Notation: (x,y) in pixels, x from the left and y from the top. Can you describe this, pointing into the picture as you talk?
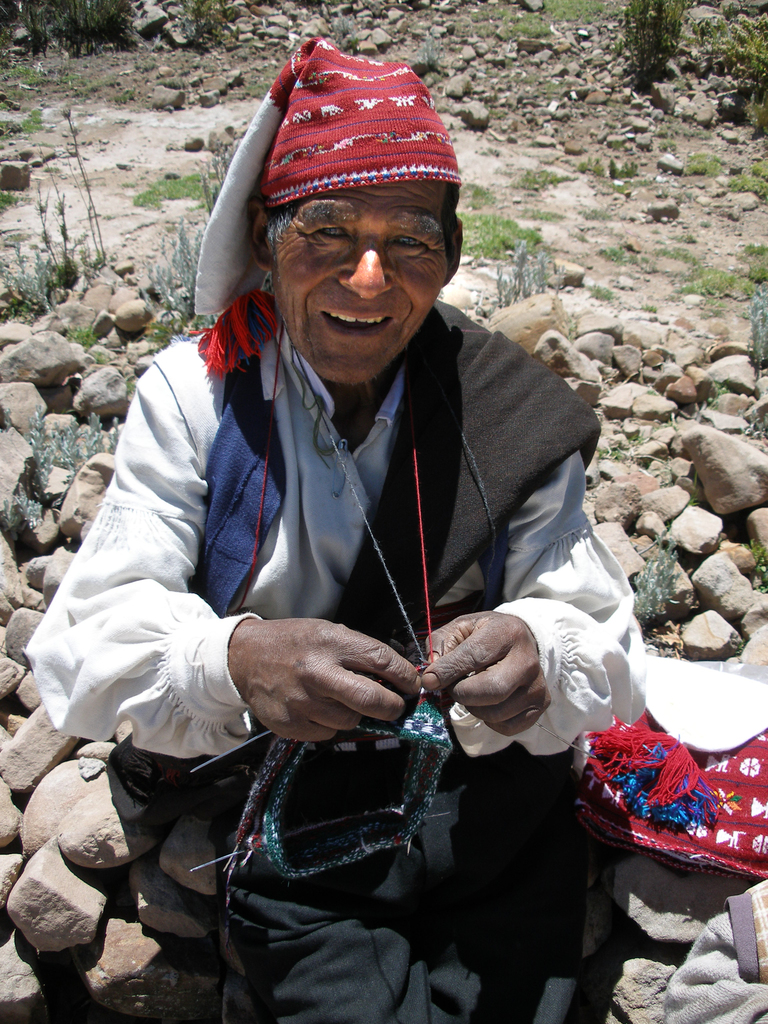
In this picture, we see the old man (260,466) in white dress (293,521) is sitting on the stones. In front of him, we see a piece of knitting (232,869). Beside him, we see a bag (645,826) in red and white color. Behind him, we see the stones (99,329) and the plants (731,59). In the background (480,27), we see stones (588,375), grass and bushes (762,94).
